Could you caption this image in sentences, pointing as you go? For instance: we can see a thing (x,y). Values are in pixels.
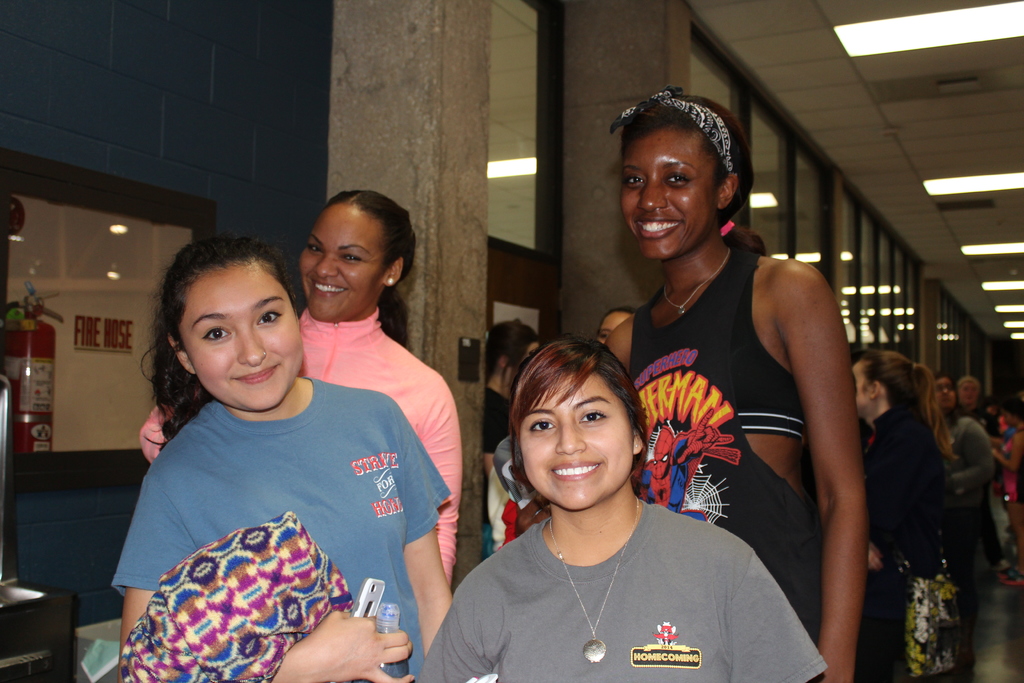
In the image we can see in front (711,279) there are women (515,400) standing and they are smiling. Behind there are other people (929,470) standing.
